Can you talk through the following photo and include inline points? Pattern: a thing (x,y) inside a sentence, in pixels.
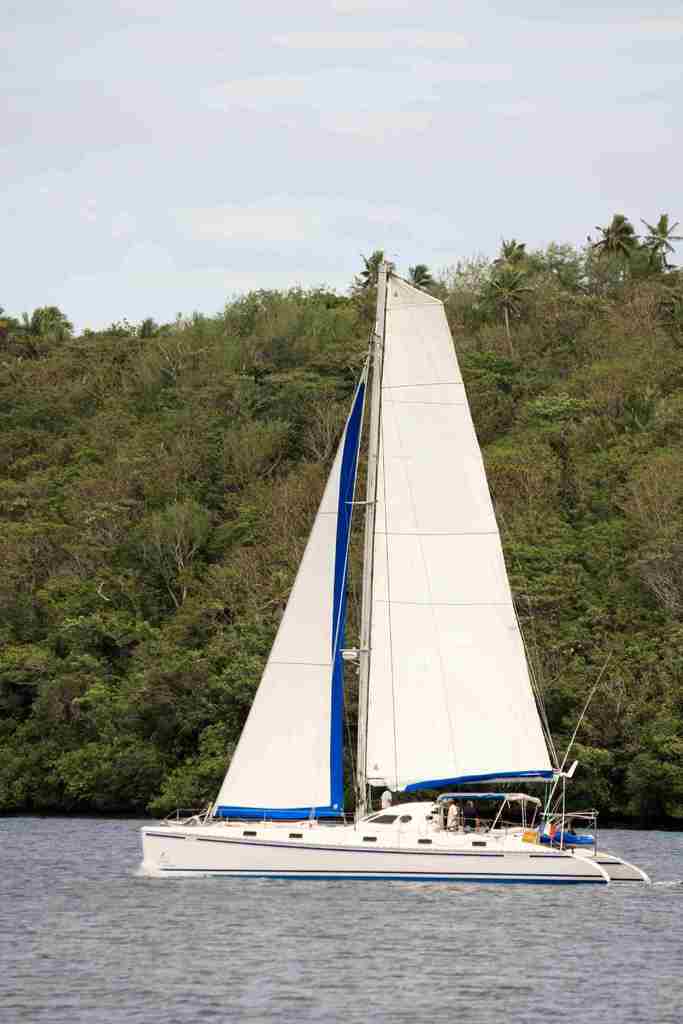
In the picture I can see a white color boat (396,853) on the water (293,903). In the background (149,629) I can see trees (327,431) and the sky (259,235). On the boat (483,859) I can see a person (448,826) and some other objects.
